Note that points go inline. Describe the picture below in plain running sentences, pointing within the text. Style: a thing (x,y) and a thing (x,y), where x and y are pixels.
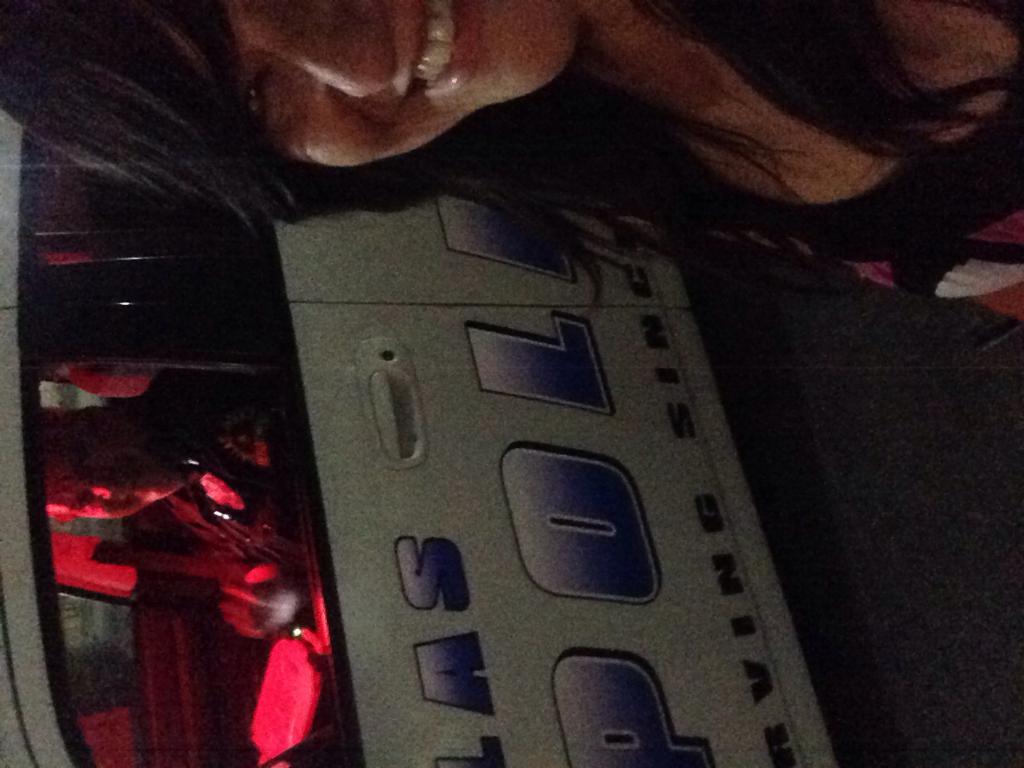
In this image on the top (280,144) there is one woman (378,144) who is smiling and at the bottom (616,649) there is one vehicle (384,241), in that vehicle (108,531) there is one person (201,532) who is sitting and smiling.
